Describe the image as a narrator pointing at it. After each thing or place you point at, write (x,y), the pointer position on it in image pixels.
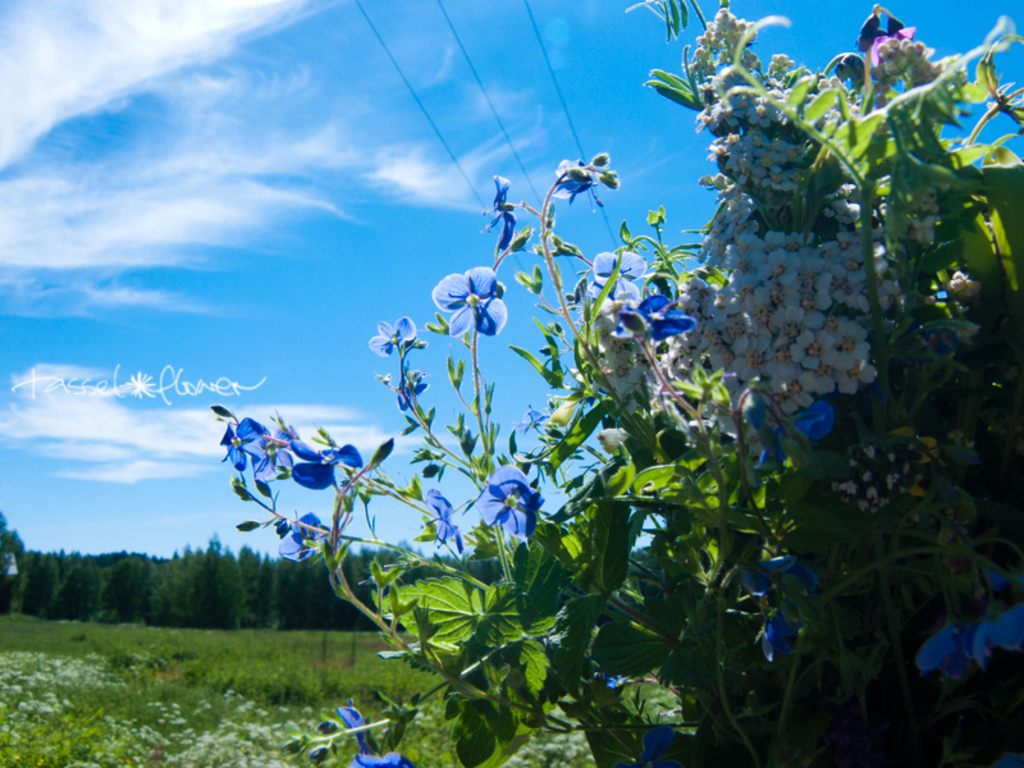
In this picture I can see plants (740,481) and trees (255,589) and grass (336,664) and flowers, at the top (215,147) I can see power line cables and the sky (305,250) and text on the left side (26,383).
